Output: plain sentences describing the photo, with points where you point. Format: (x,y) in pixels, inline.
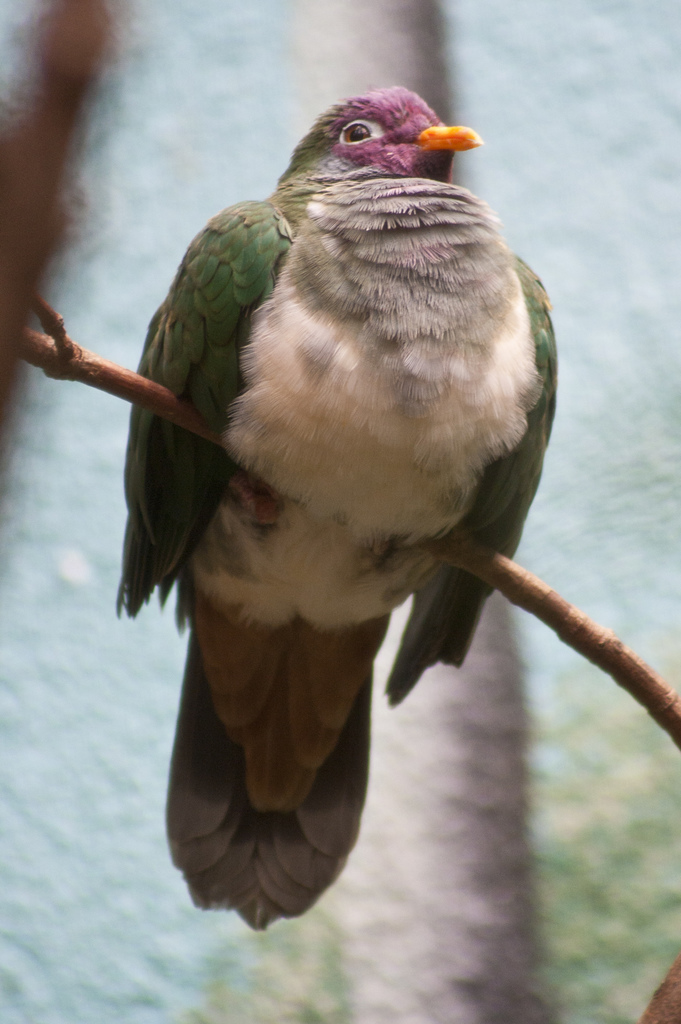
In this image we can see a bird (370,563) standing on the stem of a plant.
